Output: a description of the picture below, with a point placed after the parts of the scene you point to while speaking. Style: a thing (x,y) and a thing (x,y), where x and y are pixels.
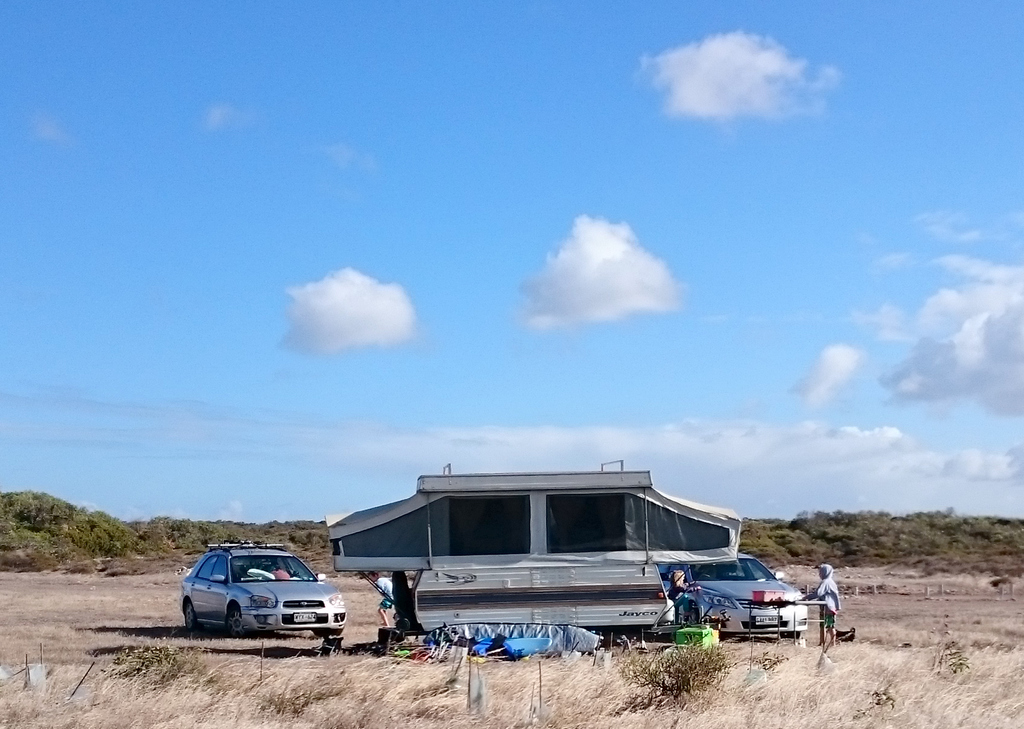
In this image there is a caravan (566,570) in the middle (565,480) and there are two cars (276,598) on either side of the caravan (539,556). At the top (471,146) there is the sky (478,145). At the bottom (441,691) there is grass (528,678). In the background (203,533) there are trees (188,522).
